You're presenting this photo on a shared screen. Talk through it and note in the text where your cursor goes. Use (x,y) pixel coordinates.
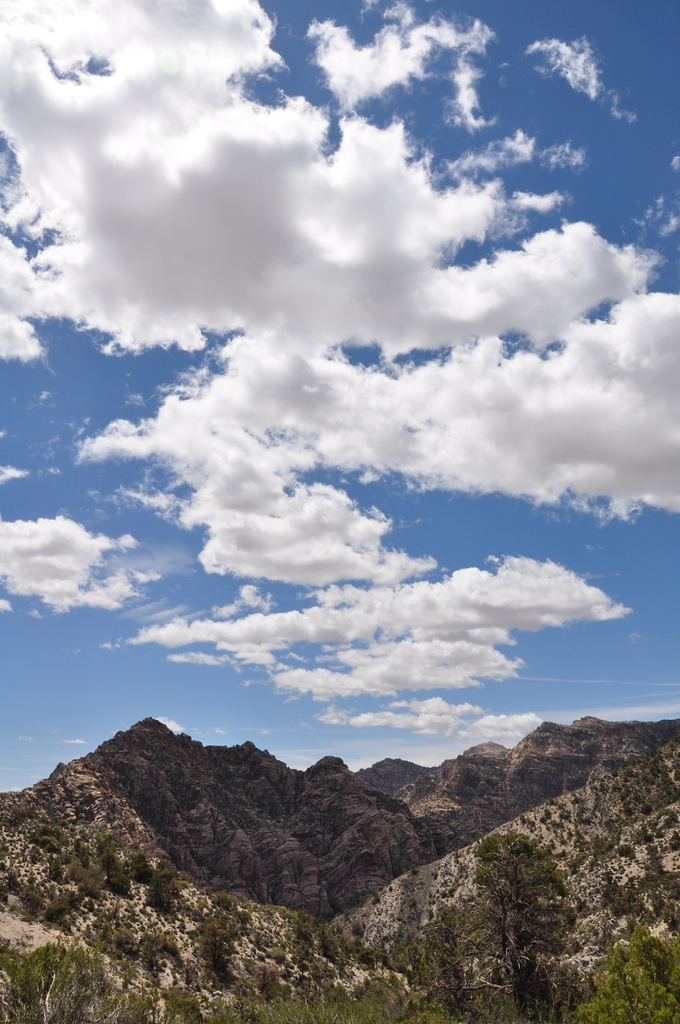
At the bottom of the image (258,806) there are mountains (319,819). At the top of the image (270,187) there is sky (561,170) and clouds (370,222).
